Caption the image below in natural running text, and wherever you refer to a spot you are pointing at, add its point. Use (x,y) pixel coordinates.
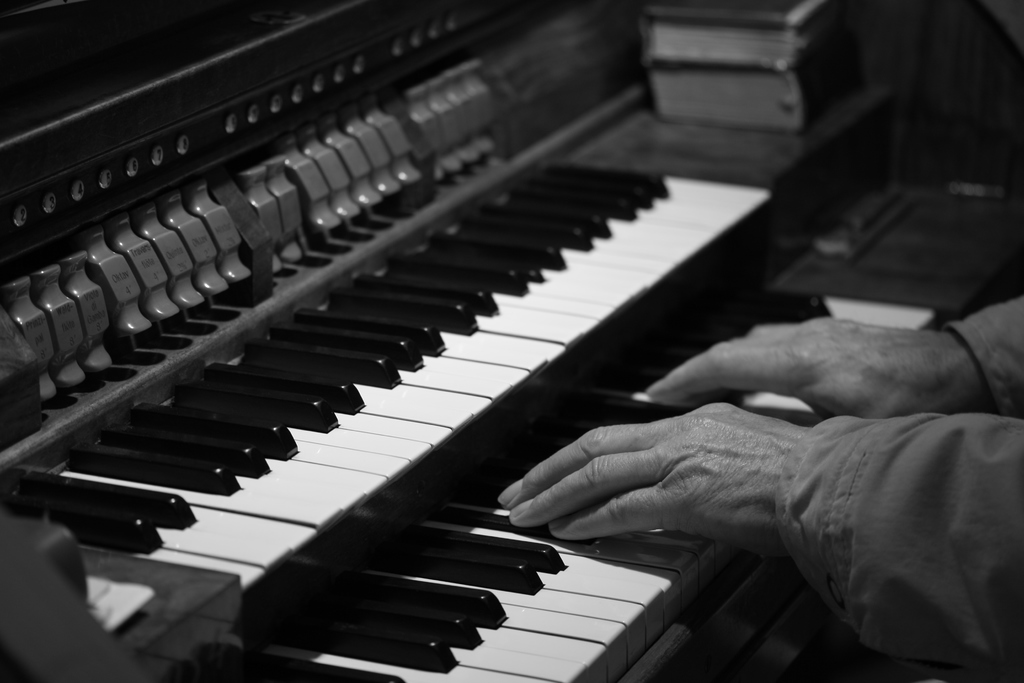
In this picture we can see piano (556,442) and hands (737,449) of a person (809,342). At the top right corner (696,94) they look like books (728,34).
